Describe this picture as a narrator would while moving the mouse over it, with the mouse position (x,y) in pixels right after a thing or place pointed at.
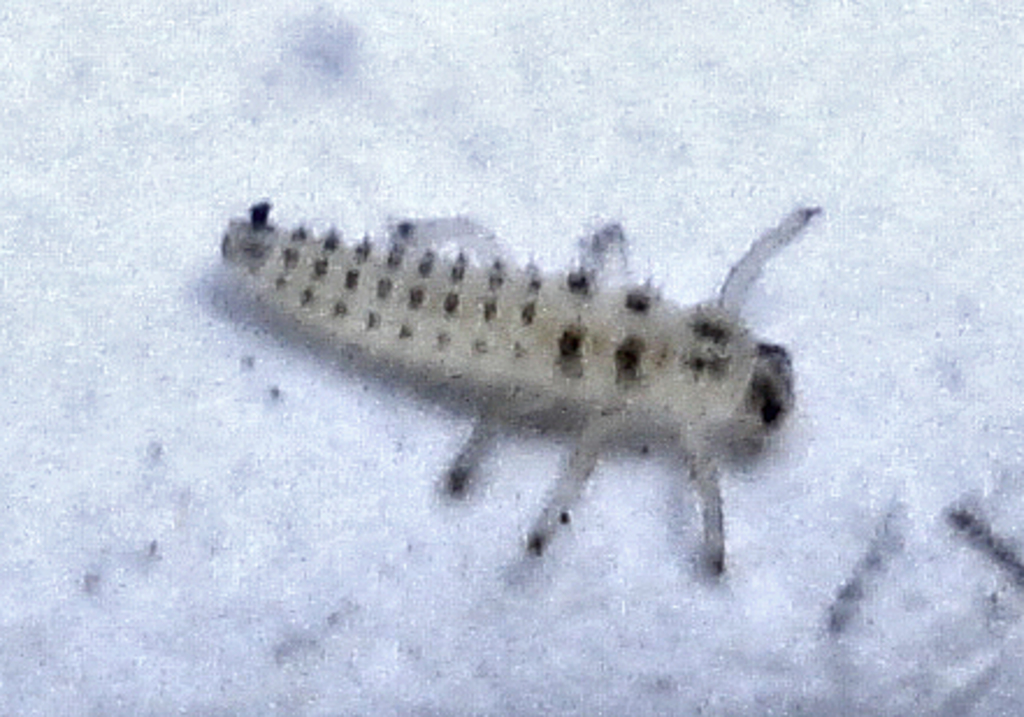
In this picture I can observe an insect (567,317). The background (205,277) is in white color. The picture is partially blurred.
